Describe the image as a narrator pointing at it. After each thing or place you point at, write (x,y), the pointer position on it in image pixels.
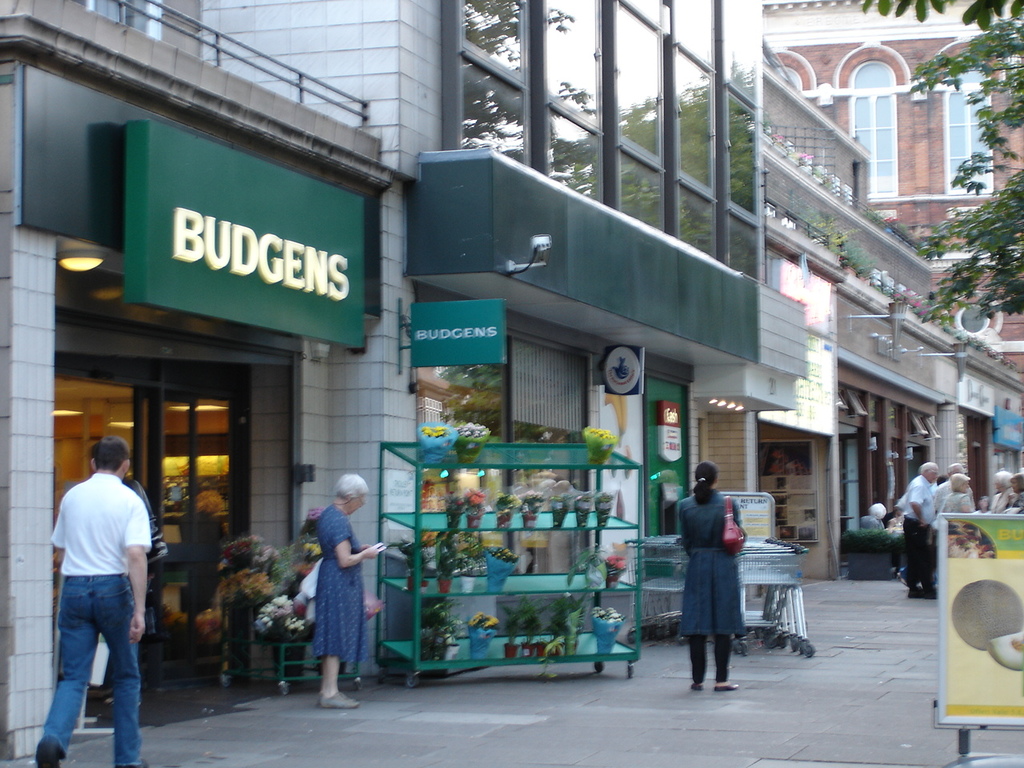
In this image I can see group of people (74,696) some are standing and some are walking, in front (460,453) I can see few bouquets (445,456) and I can see few buildings (414,40) in white and brown color, and trees (981,259) in green color. I can also see a green color board (309,205) attached to the building (120,230).
